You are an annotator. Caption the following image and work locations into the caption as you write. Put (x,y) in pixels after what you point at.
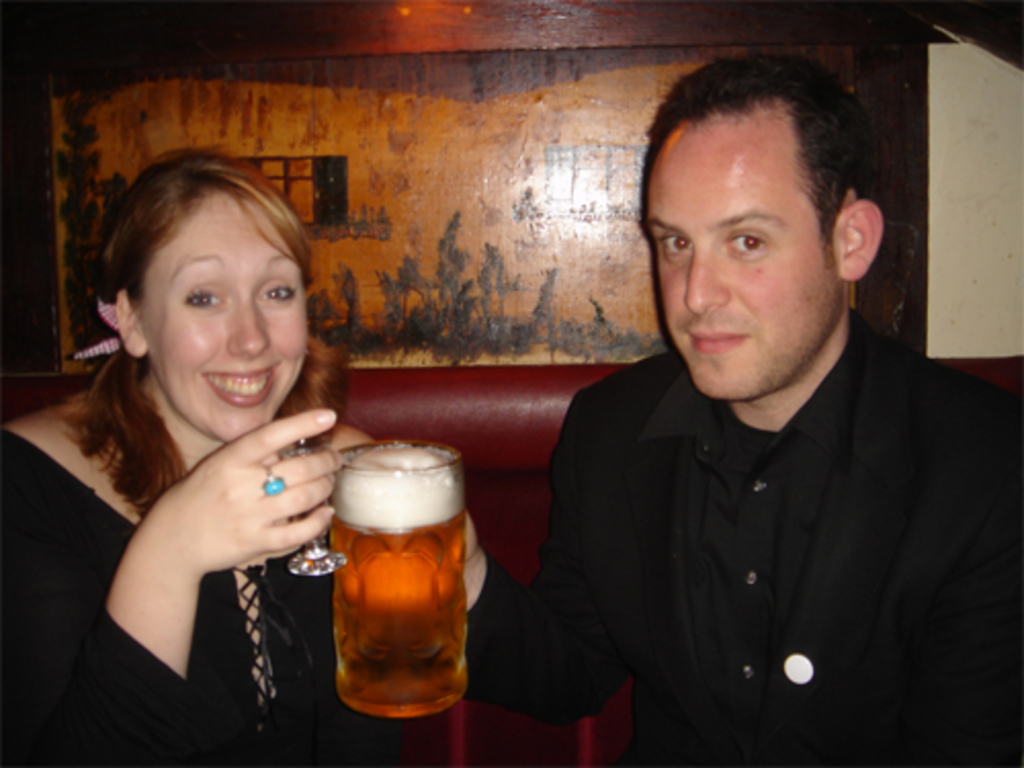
In the middle of the image (678,323) two persons (267,304) sitting and holding glasses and smiling. Behind them there is a wall (380,339).
